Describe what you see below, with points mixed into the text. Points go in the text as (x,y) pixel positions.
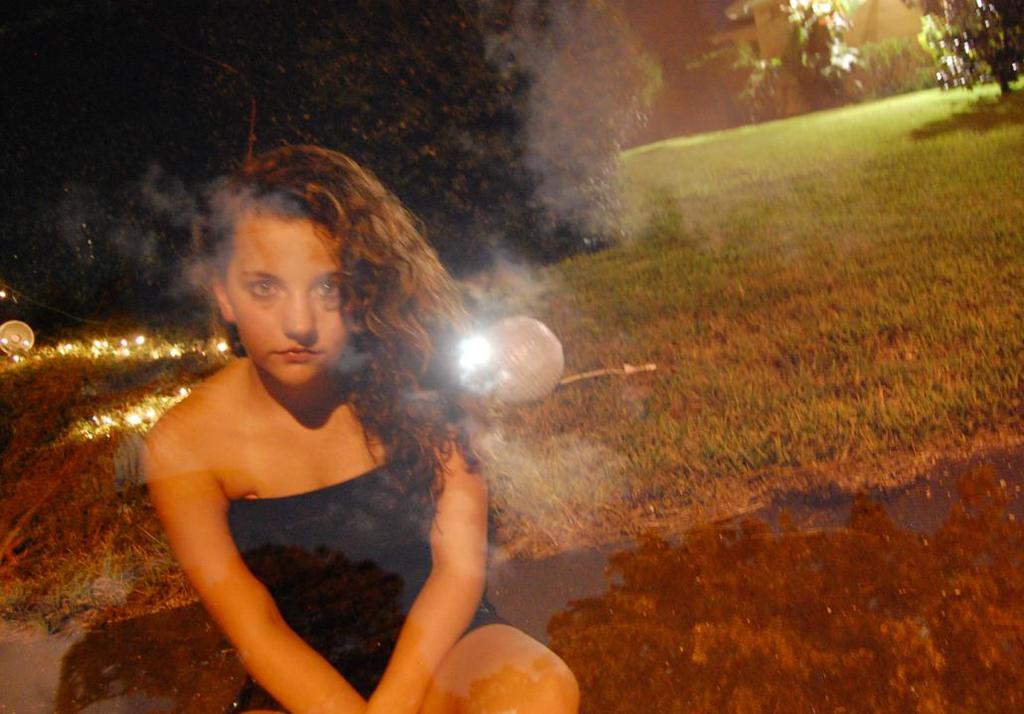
On the left side of the image (227,451) a girl (311,525) is sitting on the ground (912,647). In the background of the image (473,186) we can see some bushes (414,74), lights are there. In the middle of the image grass (881,306) is present. At the bottom of the image (907,609) ground (883,596) is there.
